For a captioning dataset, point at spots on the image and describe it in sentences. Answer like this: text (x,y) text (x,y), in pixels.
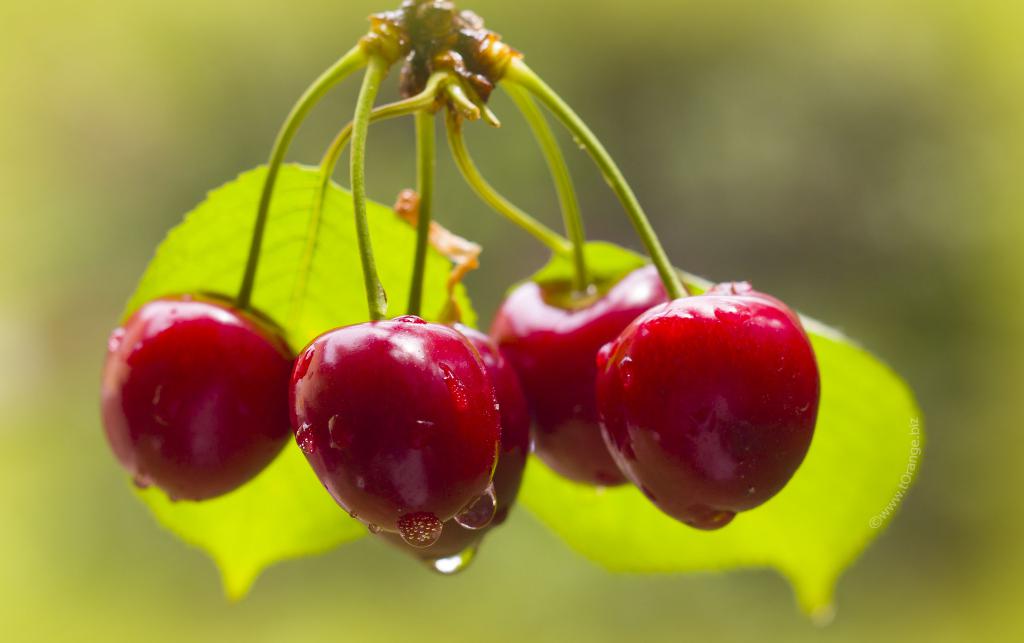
In this image there are fruits (403,502), there are water drops (455,518) on the fruits (438,544), there are leaves (394,278), the background of the image (688,79) is blurred.
